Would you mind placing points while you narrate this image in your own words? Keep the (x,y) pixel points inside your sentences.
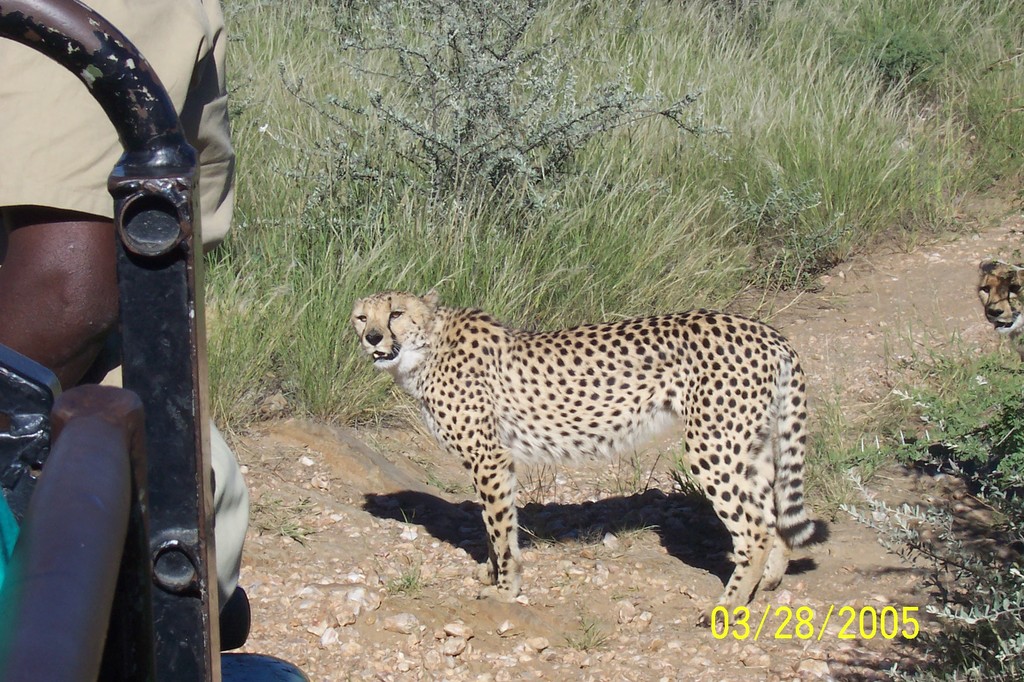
In this picture I can see that there are two cheetahs (604,410) standing here and there is a person (30,259) sitting inside the car (143,496) and in the background (473,210) there are grass (551,233), plants (472,164), stones (459,553) and soil (565,596).
